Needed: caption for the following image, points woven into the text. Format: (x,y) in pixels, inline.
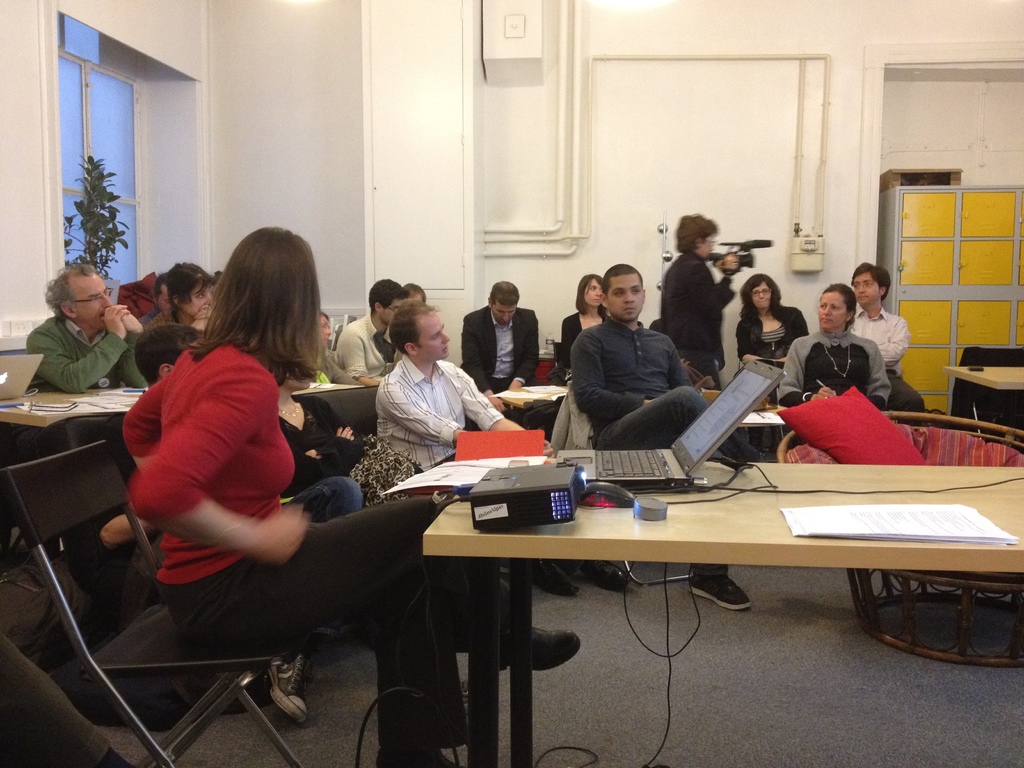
In front of the picture, we see the woman (197,596) is sitting on the chair (143,553). In front of her, we see a table (722,526) on which laptop (574,455), papers (867,508), mouse (620,503), file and a projector (504,509) are placed. Beside her, we see many people (458,389) are sitting on the chairs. In front of them, we see a table (524,401) on which papers (555,387) are placed. On the right side (826,436), we see a chair (925,435) and a red pillow (859,425). The man (717,367) in the black jacket (711,301) is holding a video camera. In the background (690,192), we see a white wall (711,175), flower pot (95,232) and the windows (83,78). On the right side (937,359), we see the cupboard (894,227) in grey and yellow color.
